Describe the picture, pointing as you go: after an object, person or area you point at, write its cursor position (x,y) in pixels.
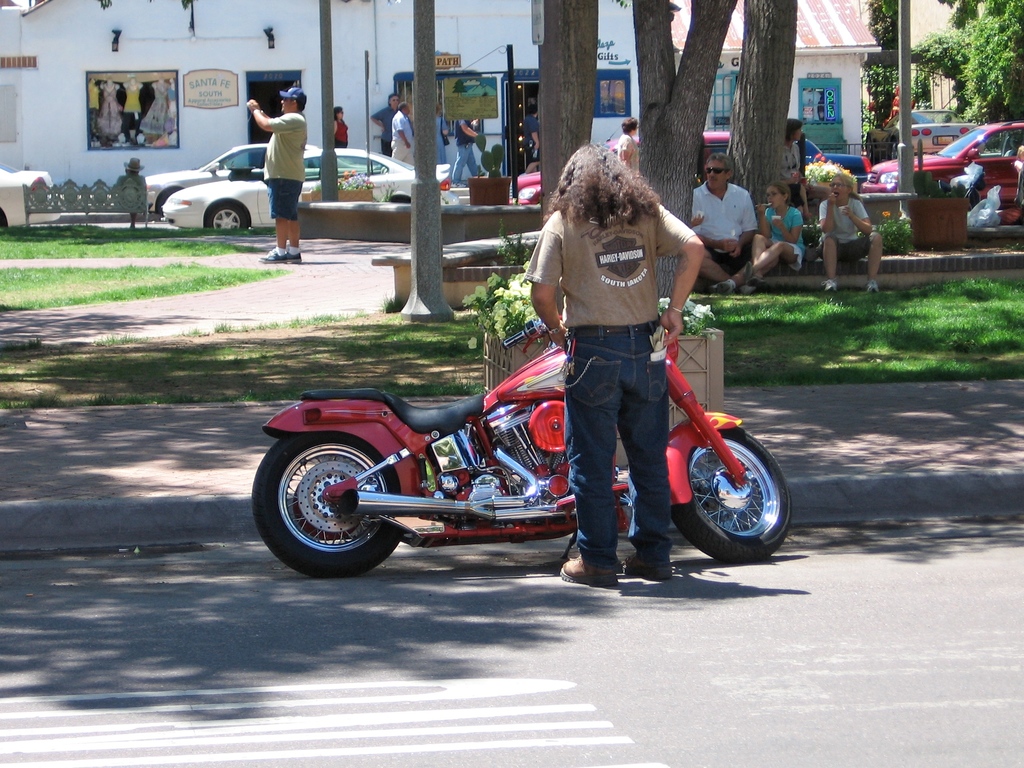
In this image I can see people (649,448) among them some are standing and some are sitting. Here I can see a red color bike (426,457) on the road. In the background (402,171) I can see vehicles (361,170), poles (417,208), trees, the grass (146,276) and buildings (827,54). I can also see some photos (141,118) on the wall (207,117) and benches (93,200).
